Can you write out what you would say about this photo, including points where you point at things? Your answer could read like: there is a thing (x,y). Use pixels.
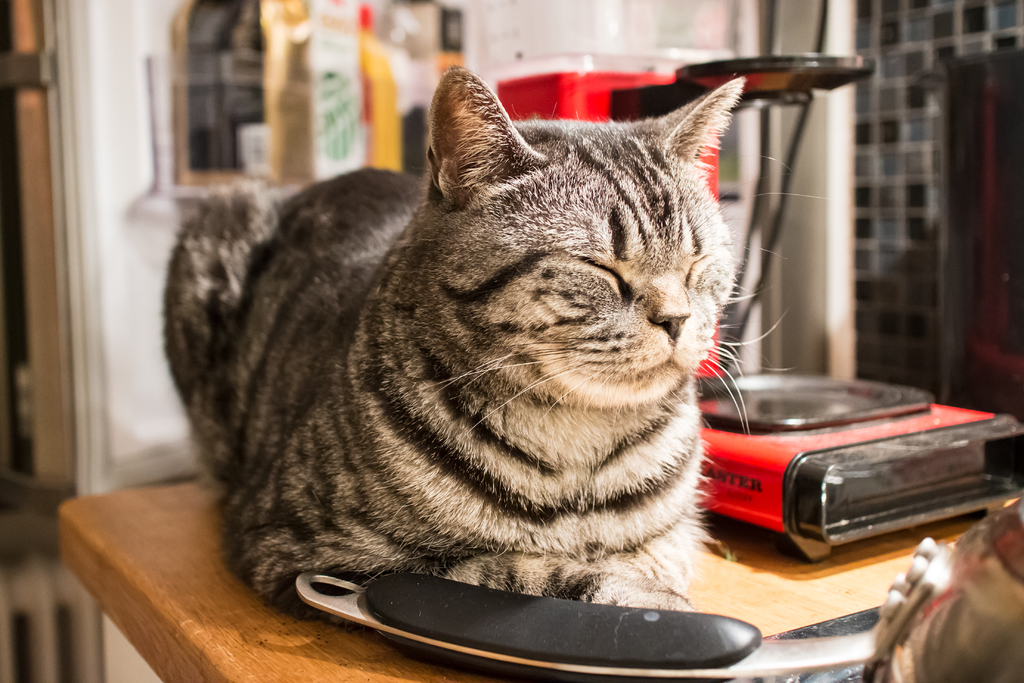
In this image we can see a cat (389,483), a box (771,442) and an object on the wooden surface (737,560), behind the cat (514,567) we can see the wall (833,47), tiles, and some other objects (764,56), the background (717,29) is blurred.
